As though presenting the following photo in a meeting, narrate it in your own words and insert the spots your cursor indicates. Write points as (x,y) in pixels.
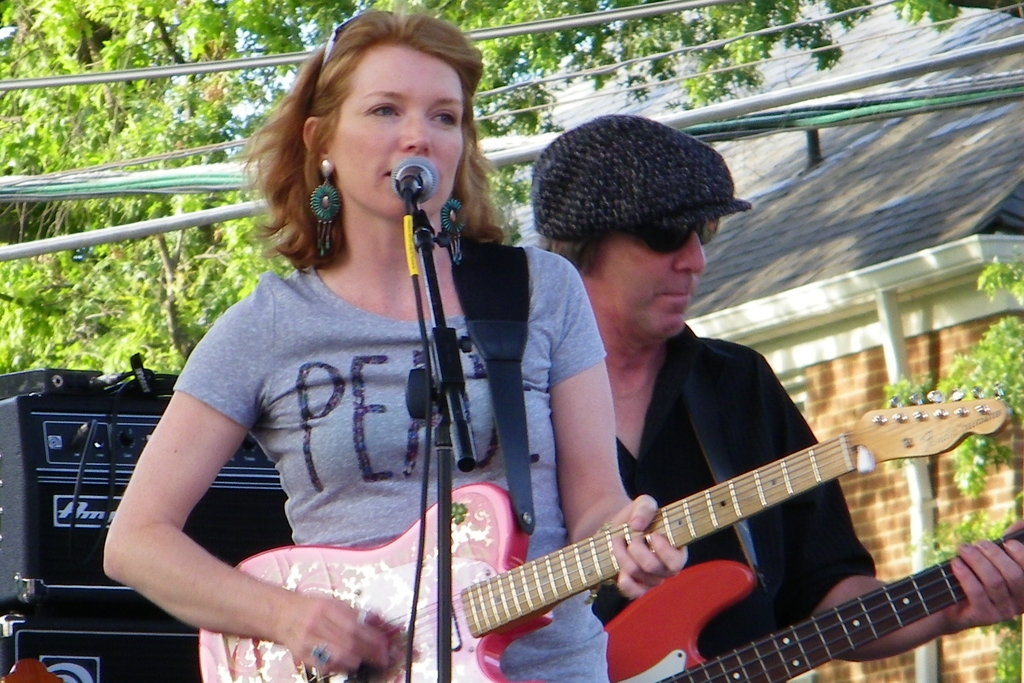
This picture shows a woman (366,305) Standing and playing guitar (833,441) and singing with the help of a microphone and we see a man (968,596) playing guitar (936,599) on the side and we see couple of trees (938,540) and house (922,212) on the side.
